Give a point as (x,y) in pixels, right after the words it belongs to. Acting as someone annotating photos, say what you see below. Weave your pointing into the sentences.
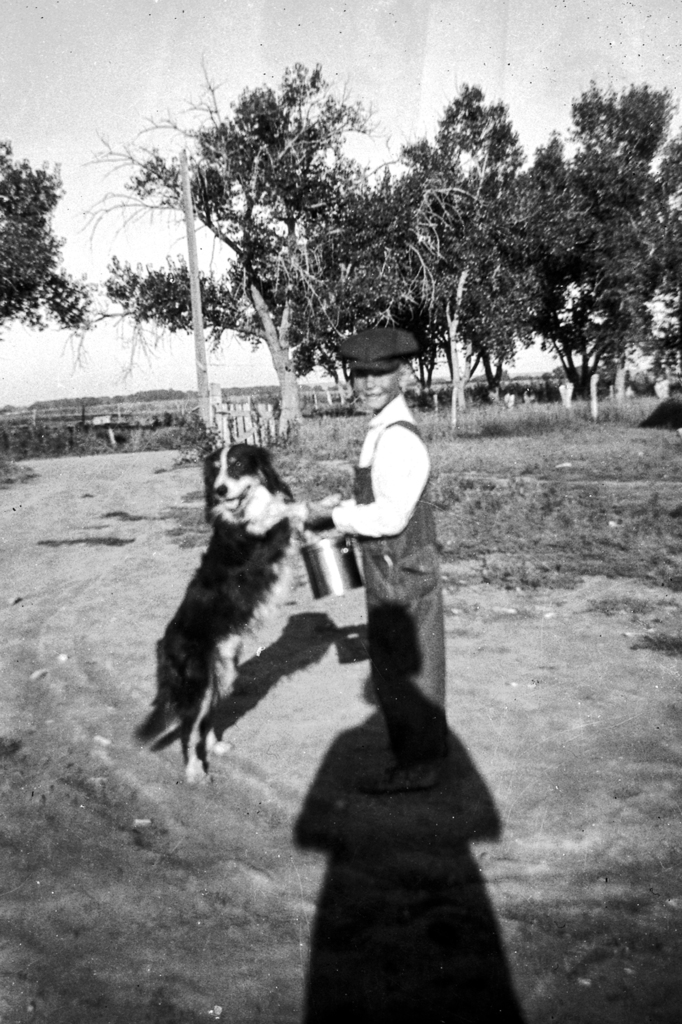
This is a black and white image. In the center of the image (352,539) there is a boy (375,351). There is a dog (189,722). At the bottom of the image (214,863) there is ground (297,864). In the background of the image (425,327) there are trees (303,211). At the top of the image (421,94) there is sky (362,74).
